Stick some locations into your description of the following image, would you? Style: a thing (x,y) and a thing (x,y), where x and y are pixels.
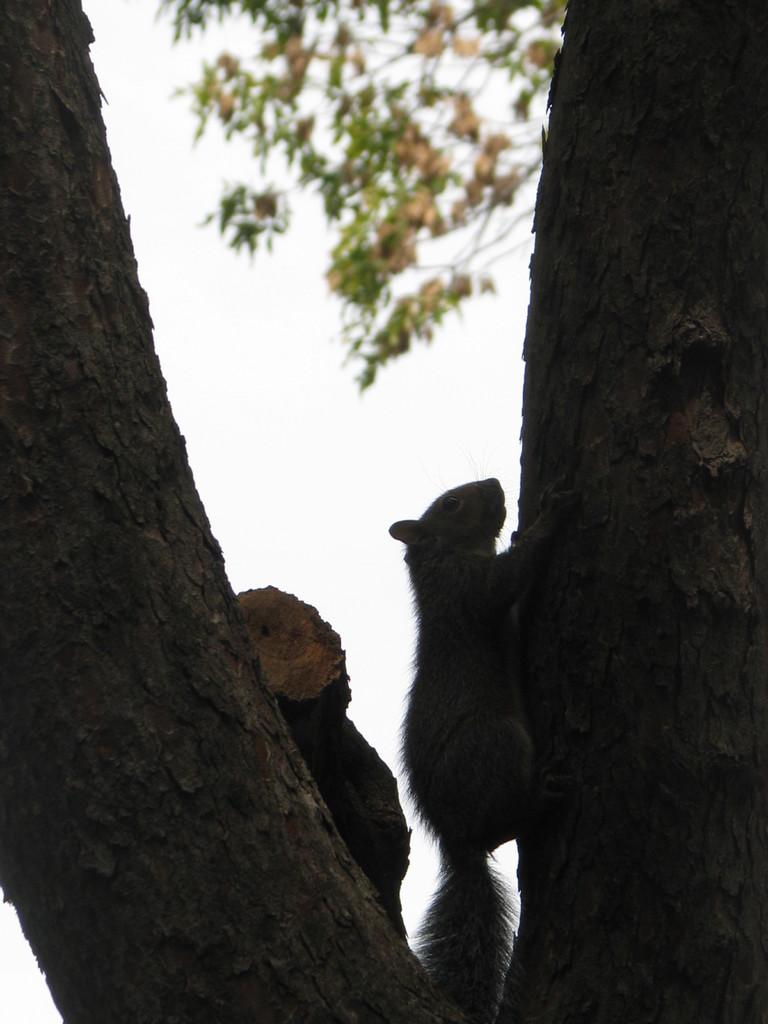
In the center of the image (496,631) we can see a squirrel (484,645) climbing a tree (557,430). In the background (263,376) there is sky (186,372).
